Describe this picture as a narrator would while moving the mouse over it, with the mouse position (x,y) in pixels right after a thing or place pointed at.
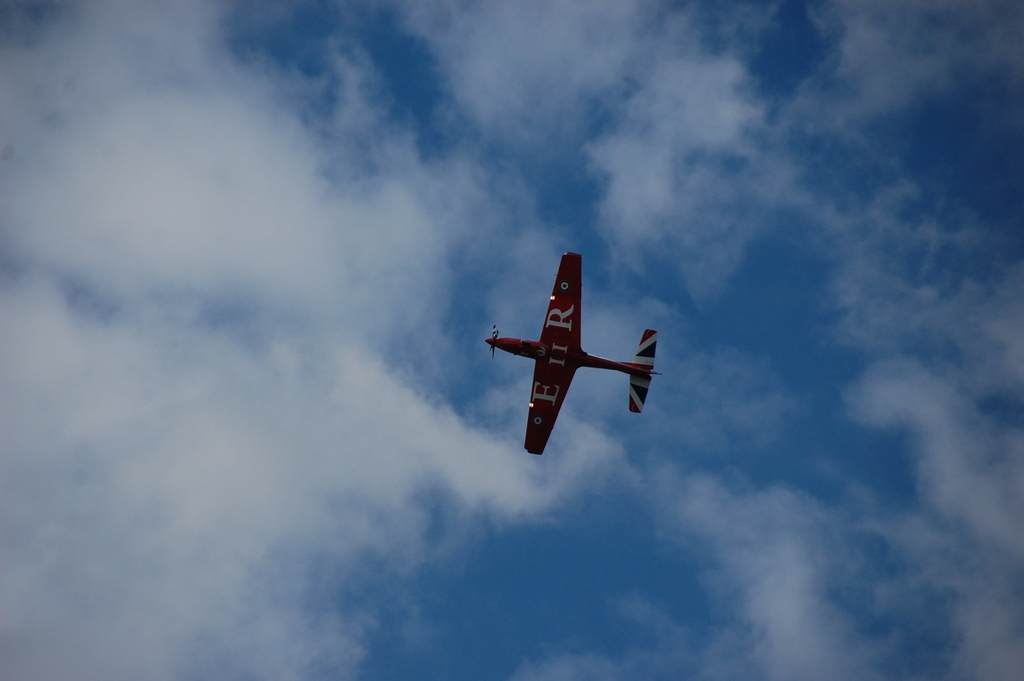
Here in this picture we can see an airplane (558,357) flying in the air (598,392) and we can see clouds (439,245) in the sky (213,163).
